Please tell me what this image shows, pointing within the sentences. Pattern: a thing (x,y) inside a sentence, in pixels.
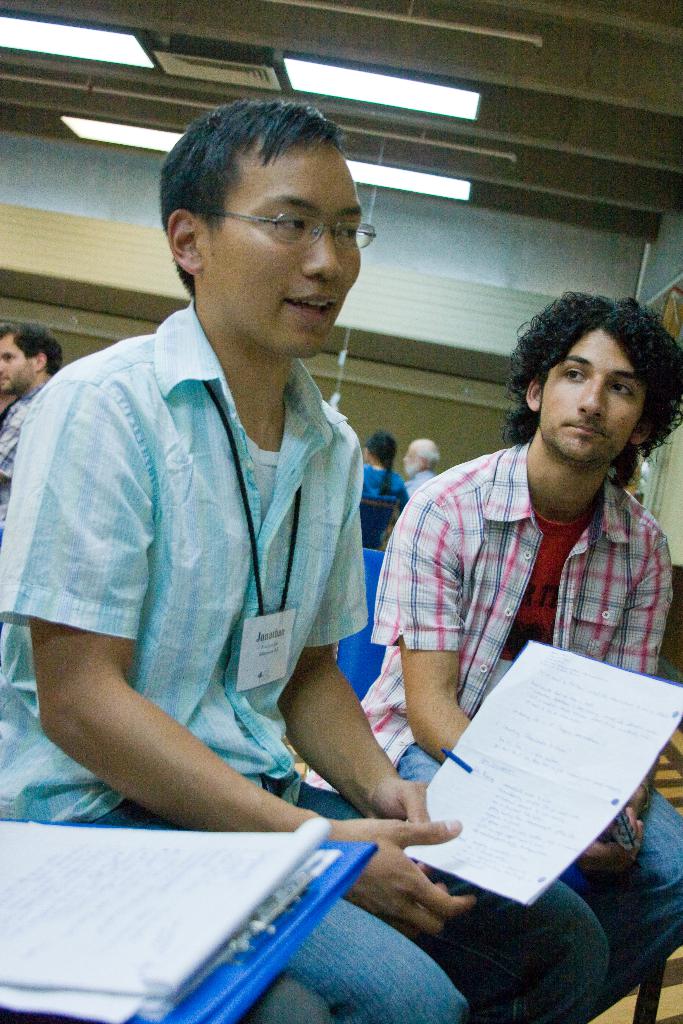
In the foreground of the picture (106,444) I can see two men (404,890). I can see a man (235,762) on the left side (78,488) is holding the papers (443,799) in his left hand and looks like he is speaking. There is another man (626,414) on the right side (558,491) is wearing a shirt (483,478) and he is looking at the man (203,659). In the background (396,482), I can see three persons (401,490). There is a lighting arrangement (400,87) on the roof (479,50).
